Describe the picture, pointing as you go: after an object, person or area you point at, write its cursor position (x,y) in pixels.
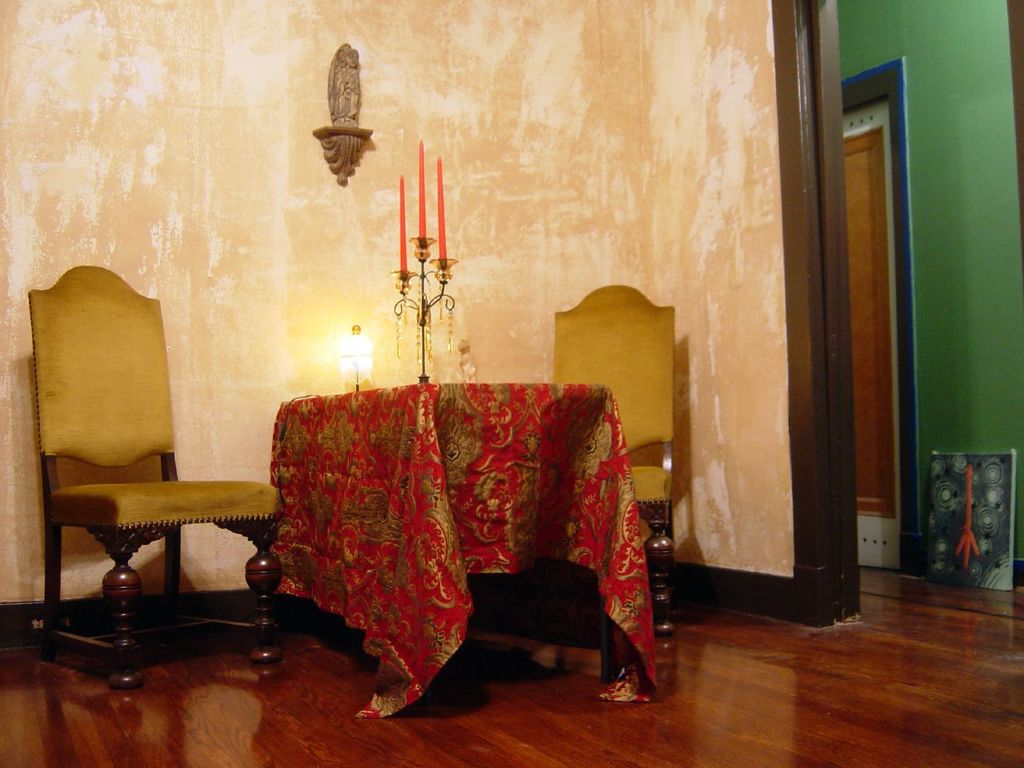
In this image there is a table (398,389) on which there are candles (406,256) kept on the candle stand (442,280). There are two chairs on either side of the table (455,392). In the background (503,118) there is a wall (443,60) on which there is a sculpture (355,109). On the right side (855,289) there is a door (856,250). At the bottom (965,531) there is a frame (941,500) kept beside the wall (945,310). There is a light (367,347) on the table (425,386).
